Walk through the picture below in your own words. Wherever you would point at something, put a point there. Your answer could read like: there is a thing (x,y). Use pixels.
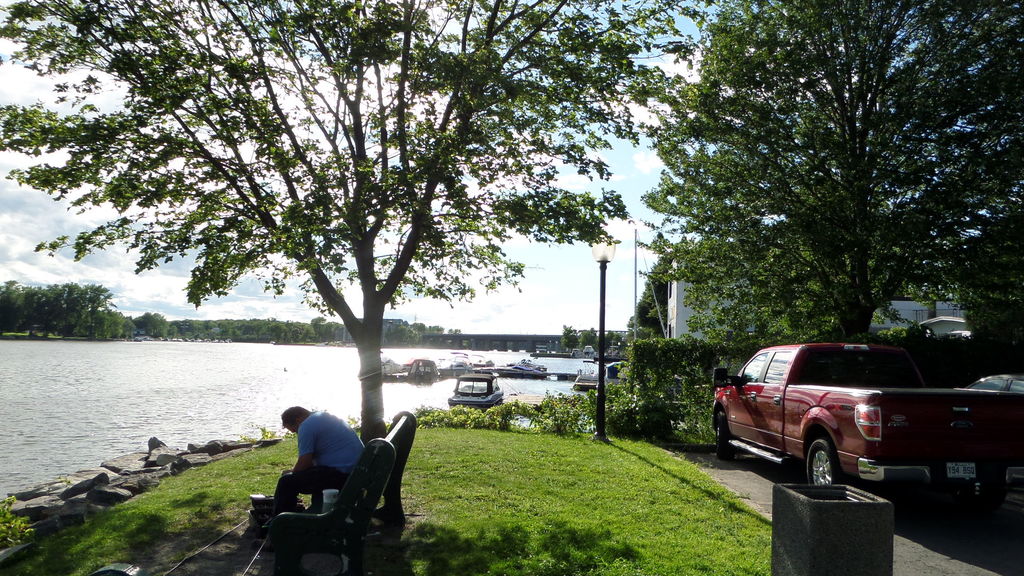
In this image we can see a man (357,460) sitting on the bench (343,507). On the right (892,441) there are cars (923,441). In the center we can see a pole (600,427) and there is a building (684,318). On the left (196,406) there is water (256,394) and we can see boats (457,361) on the water (325,370). In the background (155,323) there are trees (741,262) and sky (624,175).
